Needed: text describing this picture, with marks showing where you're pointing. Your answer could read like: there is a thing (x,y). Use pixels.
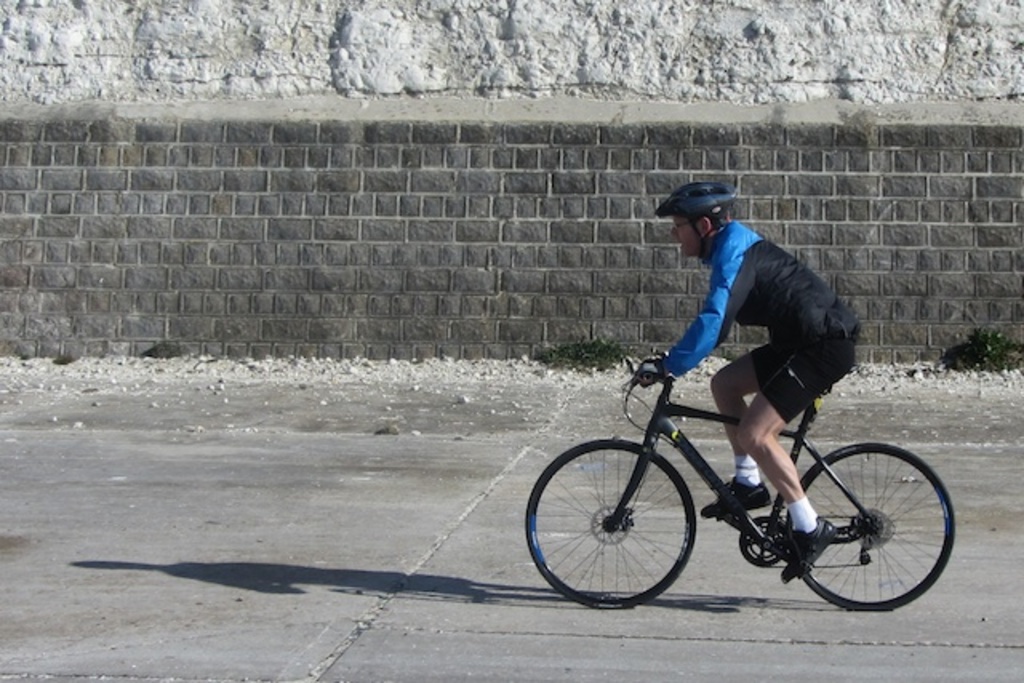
This image is clicked on the road (362,626). In the center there is a man (770,415) riding bicycle (619,526) on the road (287,533). Beside the road (180,384) there is a wall (275,131). There is grass (584,361) near to the wall (926,349).
